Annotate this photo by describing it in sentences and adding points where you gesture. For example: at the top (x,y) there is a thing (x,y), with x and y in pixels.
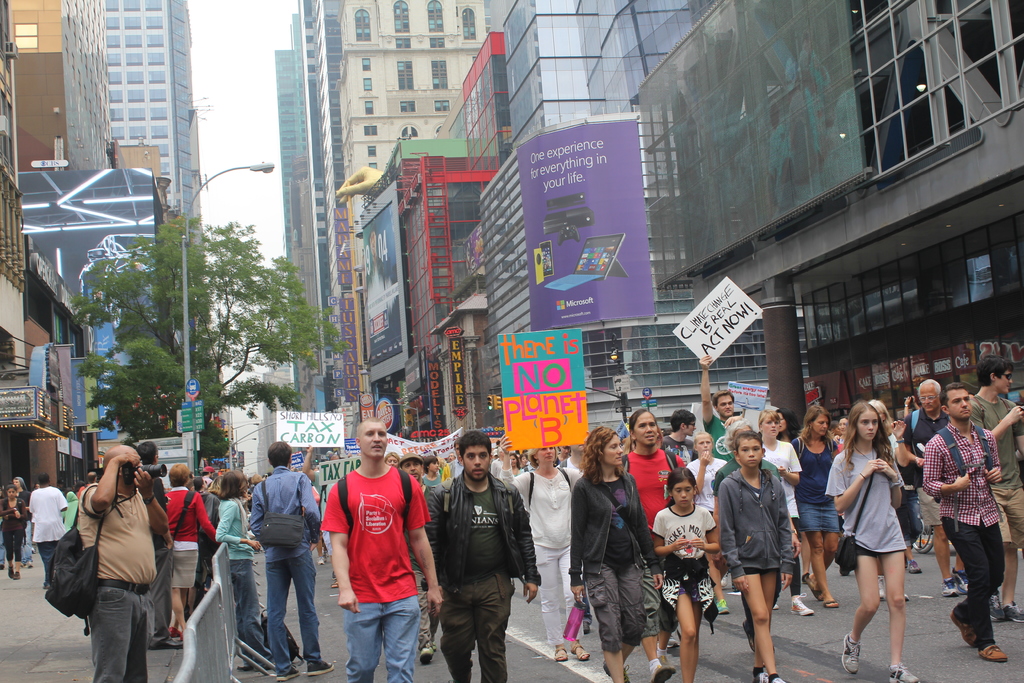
In this image we can see many persons (586,496) walking on the road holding boards (322,435). On the left side of the image (165,171) we can see tree (225,328), buildings (32,139), name boards (47,388) and street light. On the right side of the image (853,367) we can see buildings (821,220) and name boards (463,376).
